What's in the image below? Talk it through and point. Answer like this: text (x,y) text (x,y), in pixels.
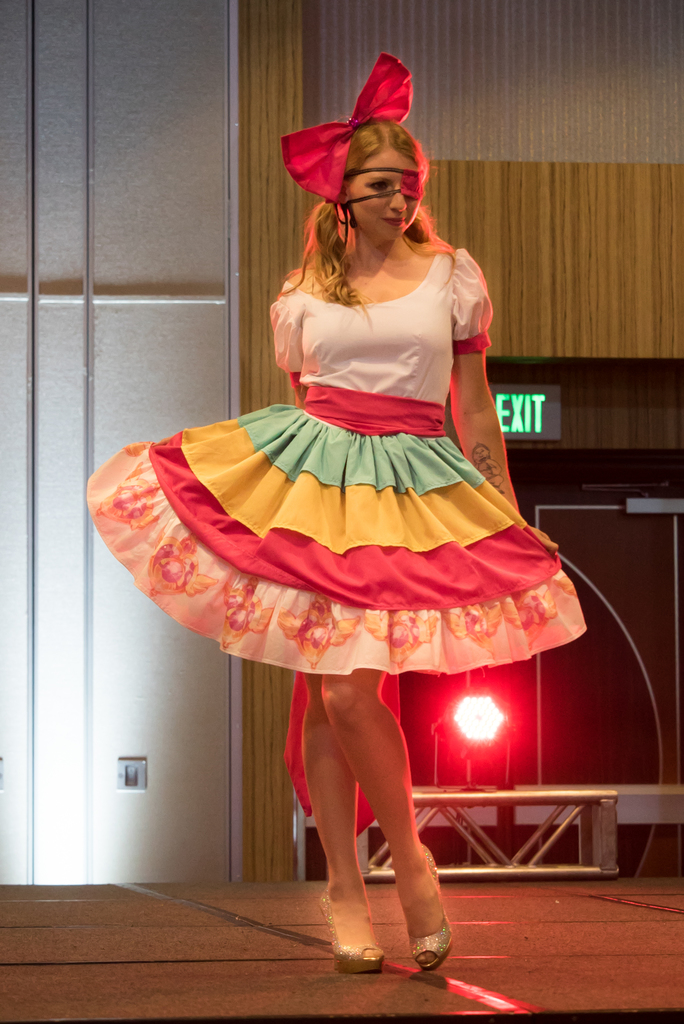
In the image there is a girl (398,802), she is wearing a frock (290,546) and behind her there is a metal stand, a red colour light (484,729) and in the background (100,15) there is a wall (100,15).
